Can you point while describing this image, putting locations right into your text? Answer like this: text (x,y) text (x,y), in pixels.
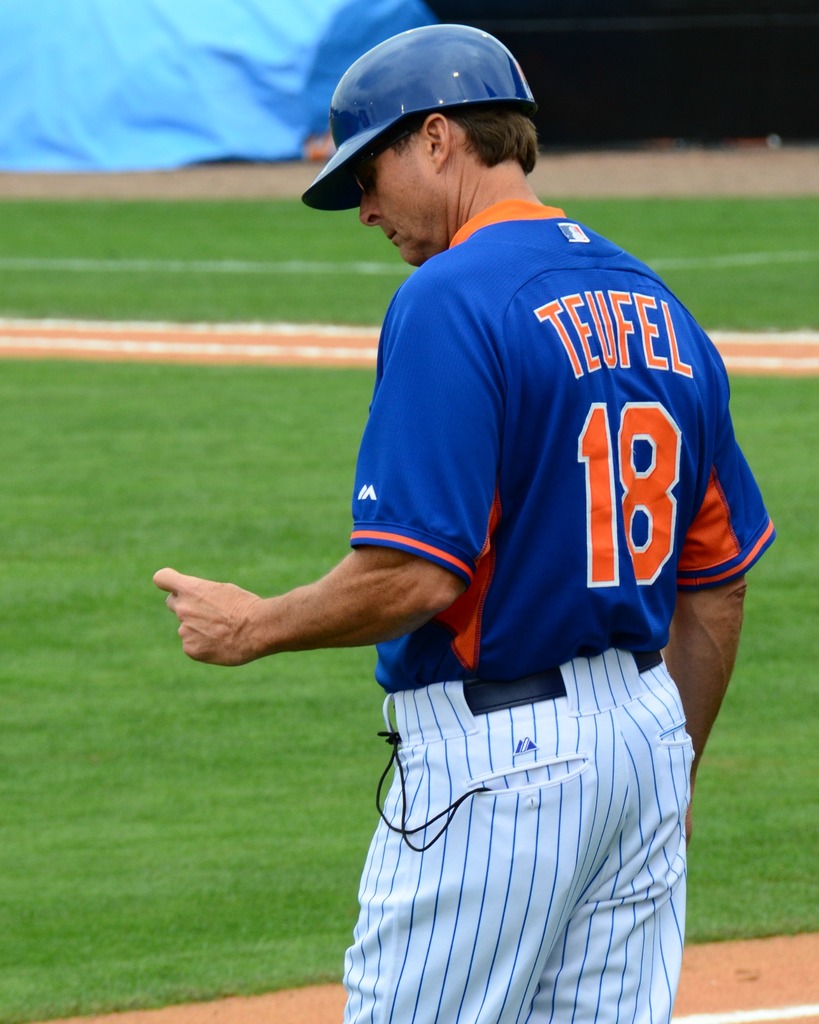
The man (586,367) in front of the picture wearing a blue T-shirt (483,472) and blue cap (411,87) is standing. At the bottom of the picture (207,848), we see the grass (169,742). In the background (107,146), we see a blue color sheet (195,136). This picture is clicked in the baseball field (300,582).
